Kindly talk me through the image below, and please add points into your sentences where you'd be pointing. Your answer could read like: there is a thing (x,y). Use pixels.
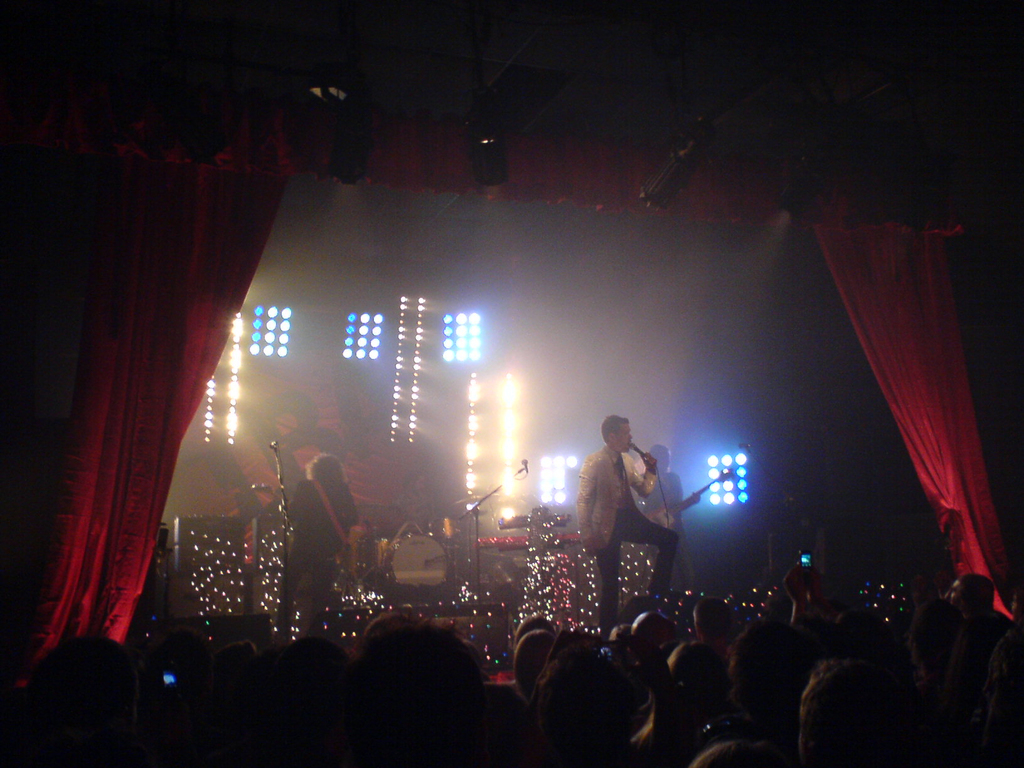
In this image we can see few people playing musical instruments (455,532). A person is singing. There are many people (716,767) in the image. There are many lights (513,400) in the image. There is a red colored curtain (939,485) in the image.
